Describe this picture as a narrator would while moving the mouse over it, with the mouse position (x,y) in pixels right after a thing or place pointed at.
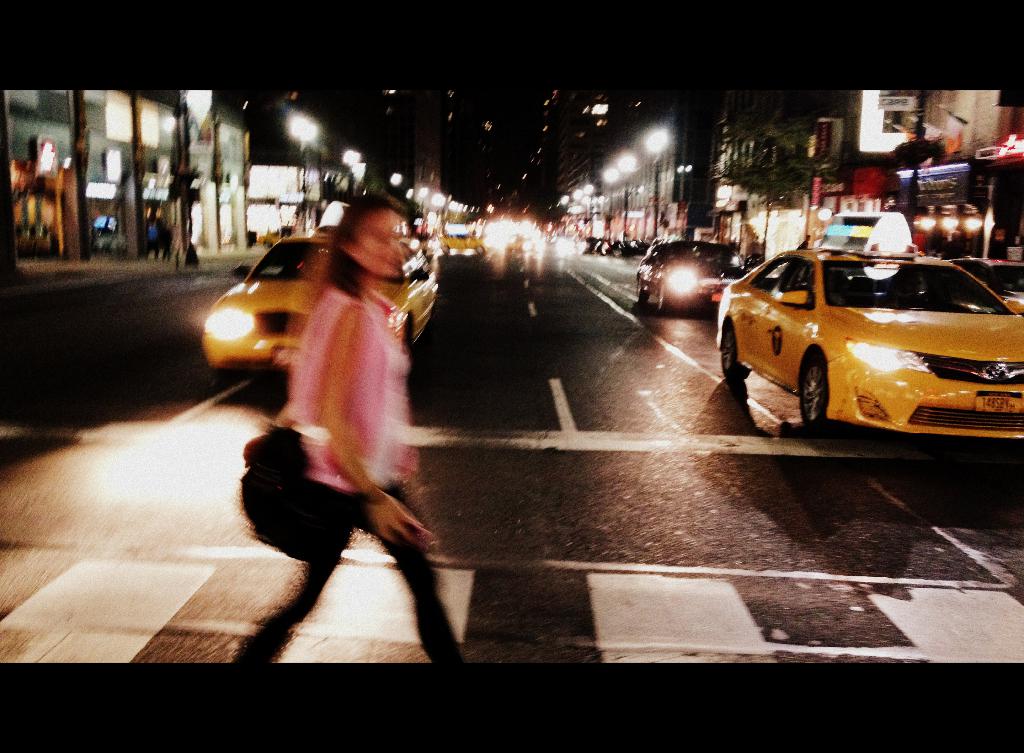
In this image we can see a woman (329,565) is walking on the road (273,574) and she is carrying a bag (316,538) on her shoulder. In the background (642,278) we can see vehicles (297,249) on the road (75,318), lights (657,145), buildings (103,136), hoardings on the wall (613,204) and other objects (187,222).
